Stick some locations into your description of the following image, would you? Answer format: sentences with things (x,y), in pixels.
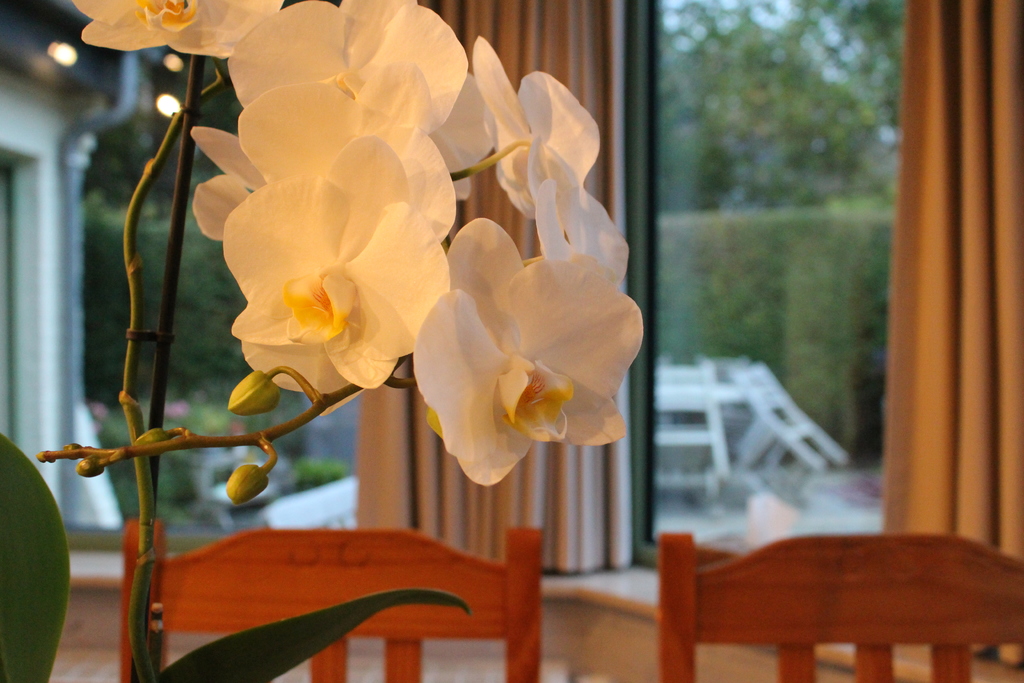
This picture shows a plant (454,448) with flowers (551,105) and we see few chairs (670,565) and a couple of curtains (989,34) and we see few trees (755,95) from the window (652,169).
